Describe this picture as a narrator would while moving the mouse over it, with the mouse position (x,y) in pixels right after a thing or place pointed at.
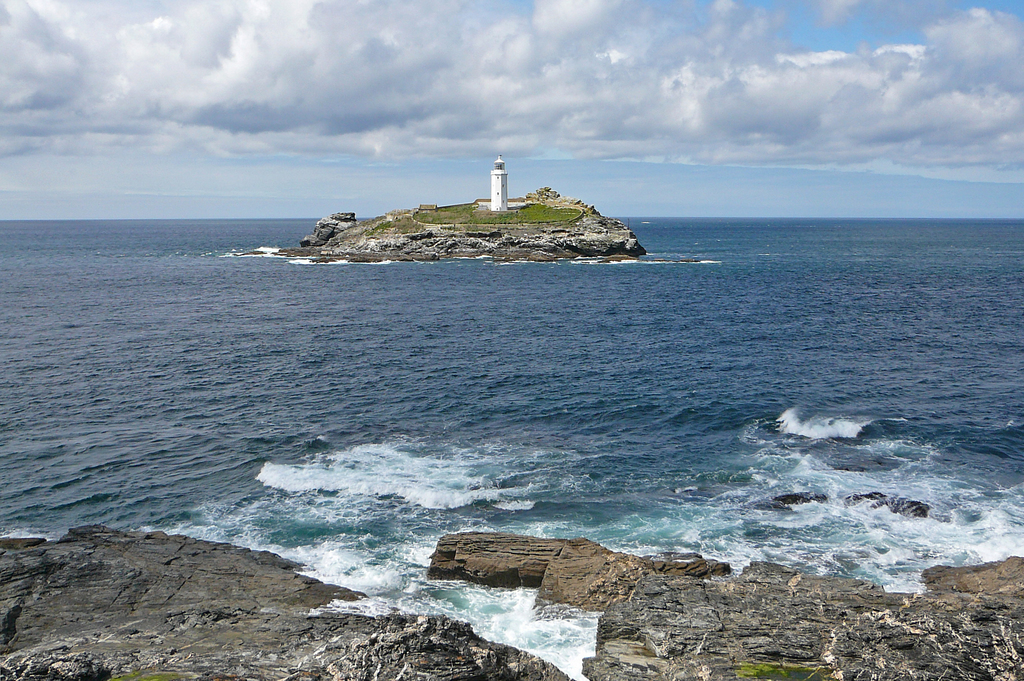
In the image we can see the sea (571,611), rocks (684,615), lighthouse (502,189), grass (528,216) and the cloudy sky (763,101).
